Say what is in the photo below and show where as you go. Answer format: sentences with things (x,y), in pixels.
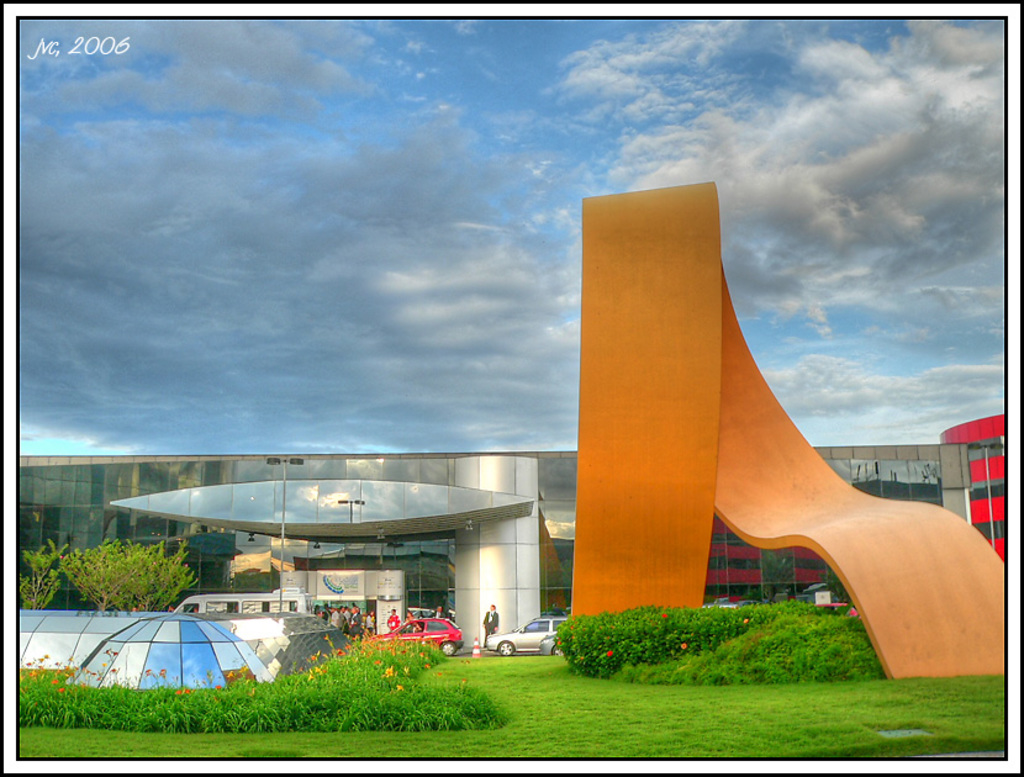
This is an edited image, we can see plants (328,635), trees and architectural structures (919,591) on the grass (467,676). Behind the architectural structures (704,391) there are vehicles (273,603), a pole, some people (372,621) are standing and a building (287,516). Behind the building (439,484) there is the sky (66,40).
